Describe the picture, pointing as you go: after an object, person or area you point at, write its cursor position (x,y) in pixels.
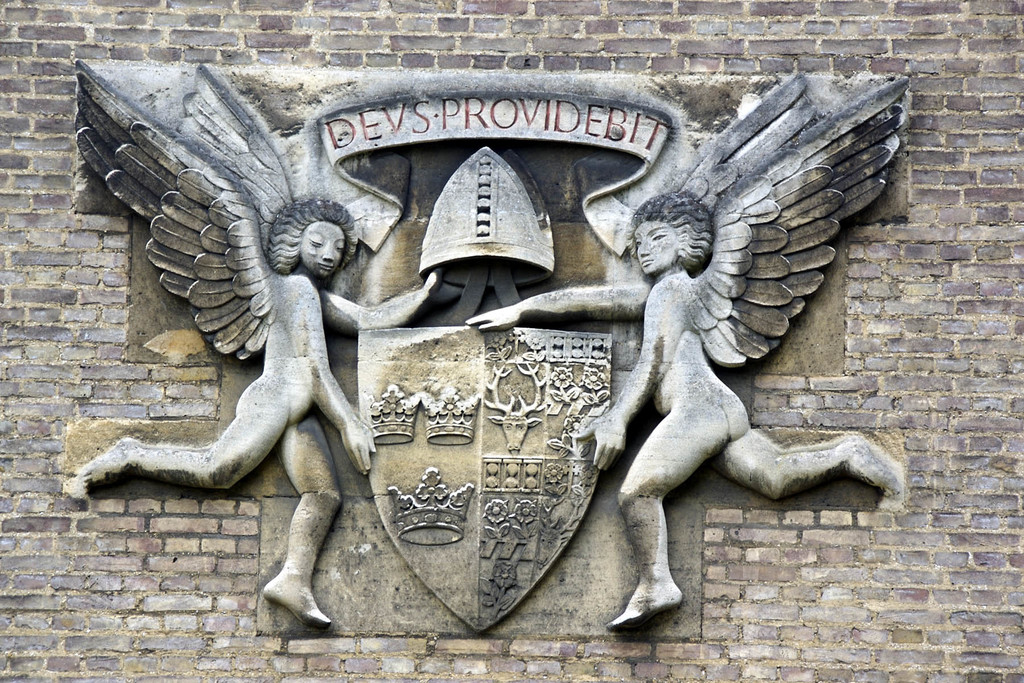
In this image, we can see sculptures (410,111) and some text (485,109) on the wall (748,512).
